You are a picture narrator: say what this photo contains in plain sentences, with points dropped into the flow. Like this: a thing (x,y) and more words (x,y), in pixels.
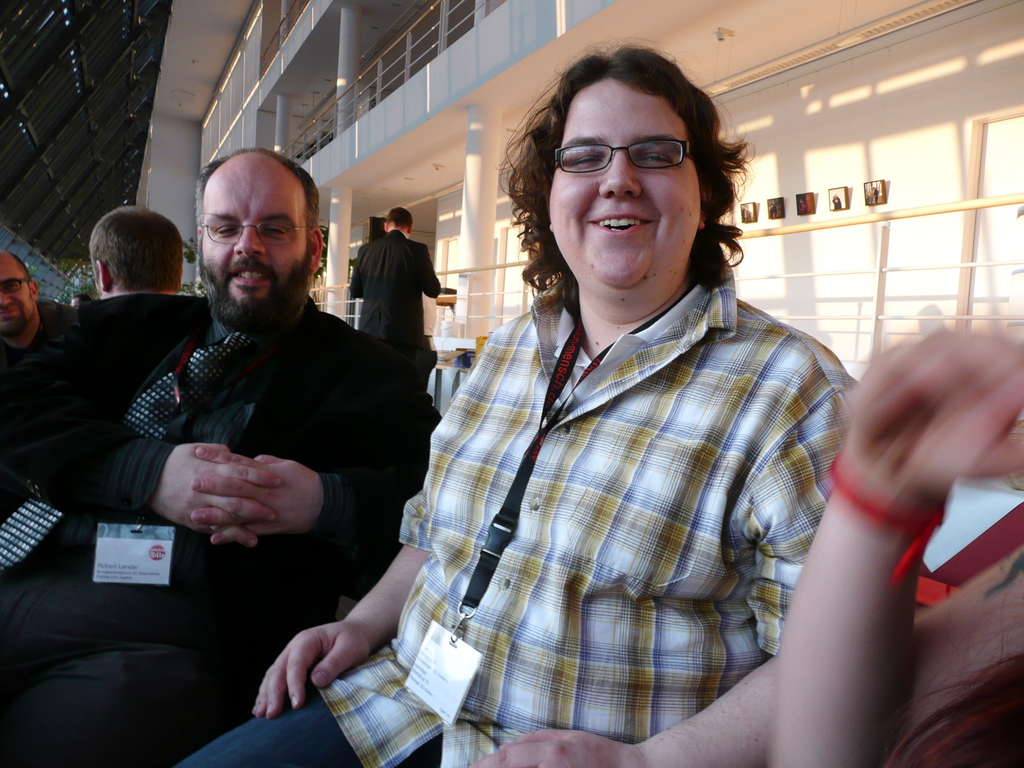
In this image, there are a few people (696,408). We can see the wall (908,162) with some objects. We can see the fence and some objects (66,267) on the left (124,204). There are a few pillars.
